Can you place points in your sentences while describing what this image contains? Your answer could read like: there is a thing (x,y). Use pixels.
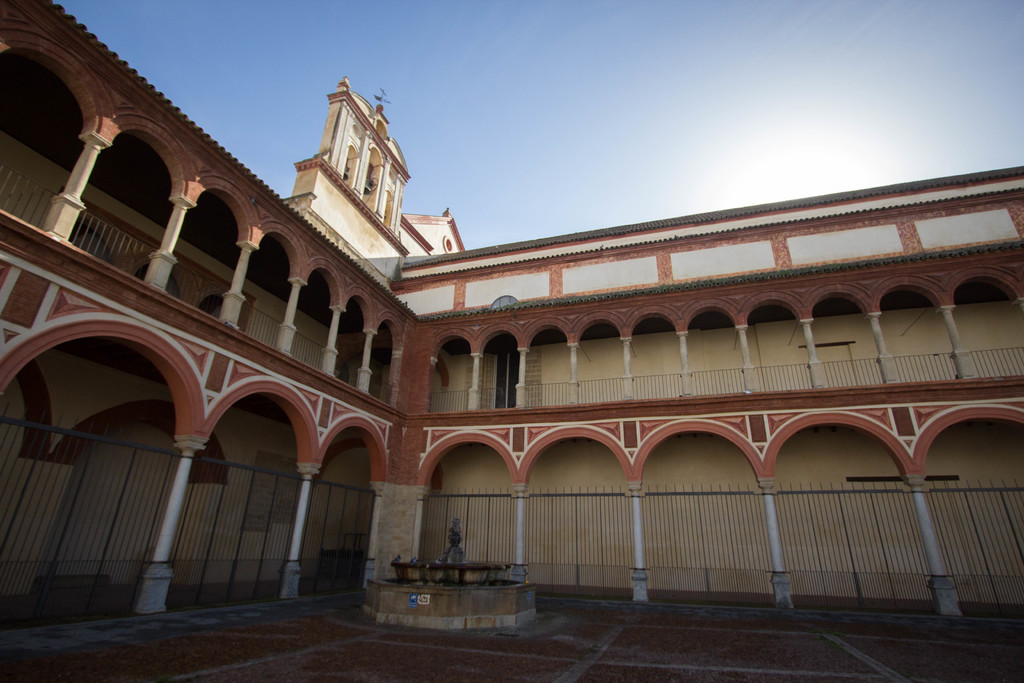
In this image I can see the ground (649,634), the metal railing (722,560) and the building (184,432) which is brown, cream and white in color. In the background (534,128) I can see the sky (525,85).
